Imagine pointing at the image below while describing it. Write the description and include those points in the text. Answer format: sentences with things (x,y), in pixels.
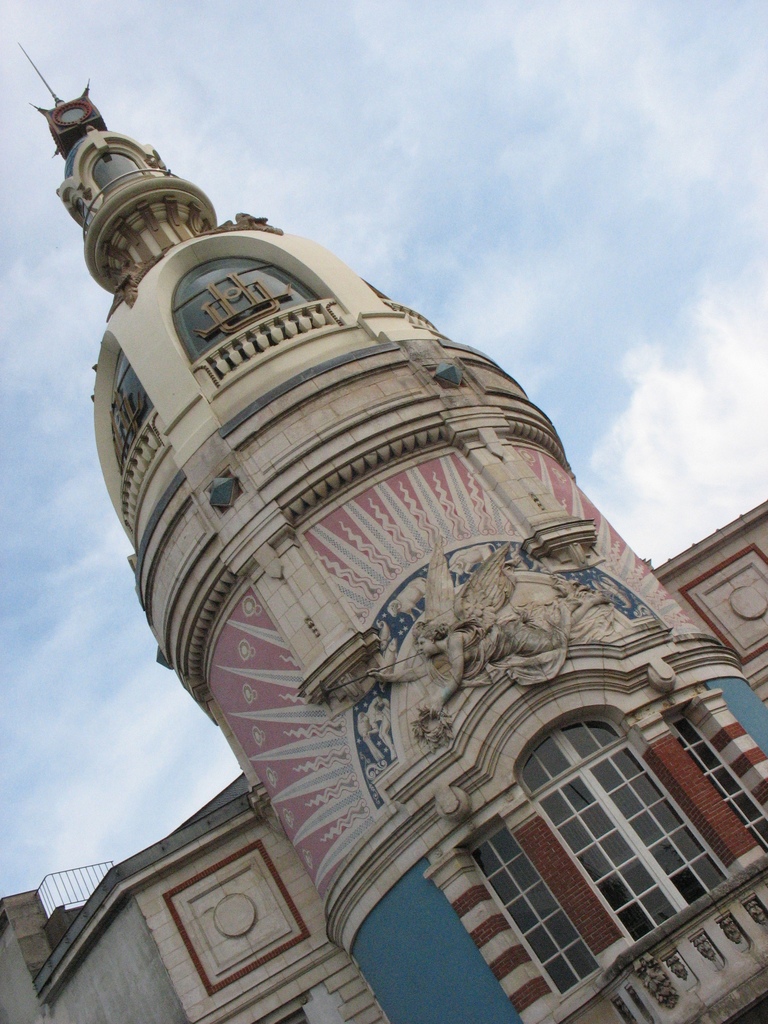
This image is taken outdoors. At the top of the image (491,253) there is a sky (596,437) with clouds (527,171). At the bottom of the image (456,888) there is a building (569,826) with walls (557,855), windows (603,864), railings (680,940), carvings (429,632) and a steeple (114,188).
